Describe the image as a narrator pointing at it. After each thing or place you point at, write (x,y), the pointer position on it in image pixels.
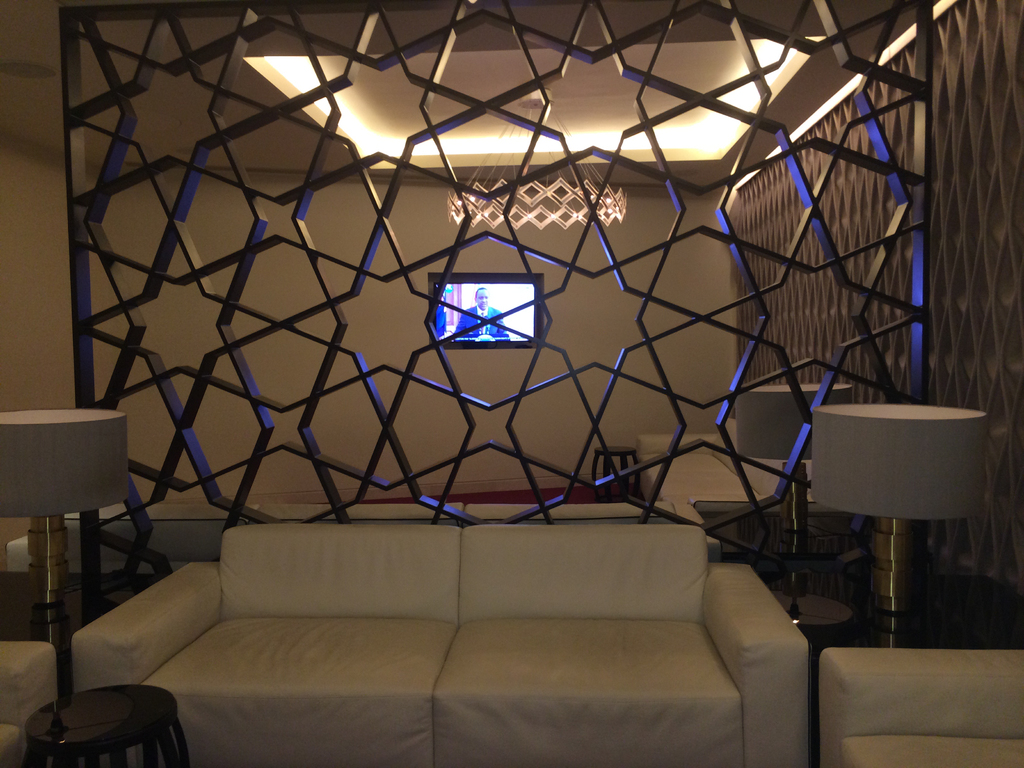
In the middle of the image (663,455) there is a fencing (412,287), through the fencing (429,327) we can see the wall (500,267). On the wall (420,309) there is a television (509,279). At the top of the image (571,130) there is a roof (474,160) and light (473,143). Bottom of the image (552,526) there is a couch (675,586), Beside the couch (683,557) there a lamp (880,594). Bottom left side of the image (141,706) there is a table (120,738).
